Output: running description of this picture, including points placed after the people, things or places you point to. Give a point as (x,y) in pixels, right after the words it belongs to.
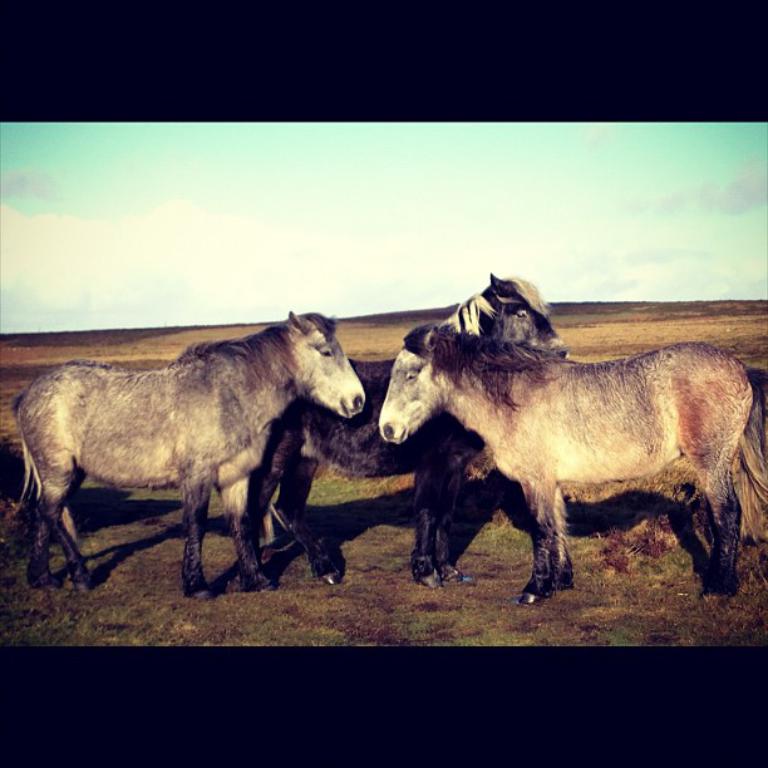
This picture is an edited picture. In this picture there are three horses (467,420) standing. At the top (192,160) there is sky (231,183) and there are clouds (39,231). At the bottom (127,554) there is grass (436,591).
